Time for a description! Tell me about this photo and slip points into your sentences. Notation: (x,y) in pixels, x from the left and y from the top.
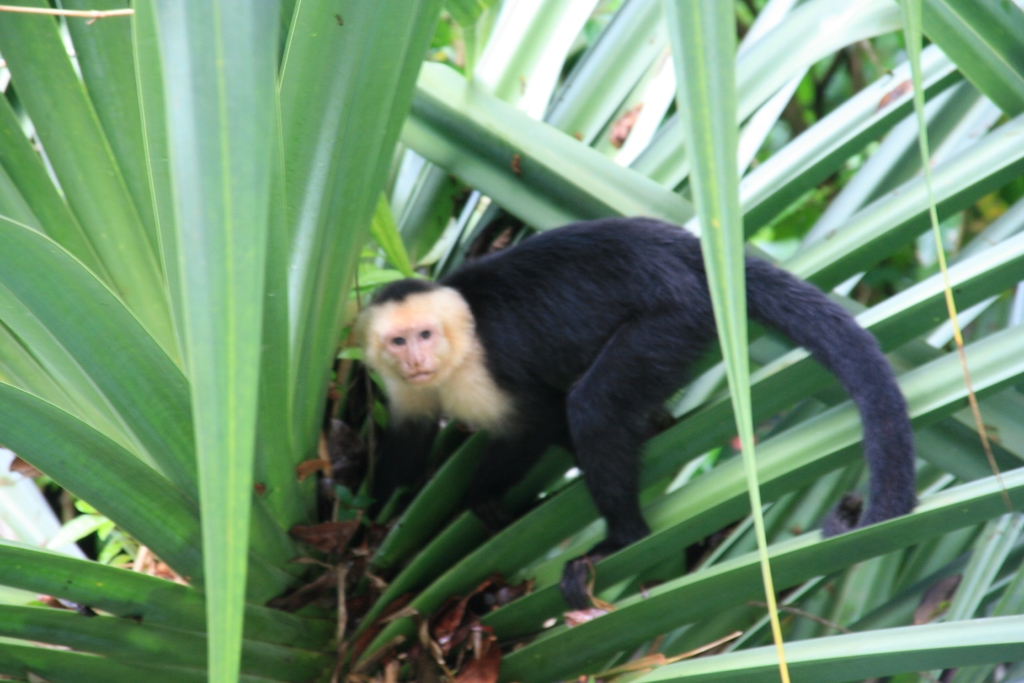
In this picture we can see there is a white-headed Capuchin (461,359) on the plant (337,340).
